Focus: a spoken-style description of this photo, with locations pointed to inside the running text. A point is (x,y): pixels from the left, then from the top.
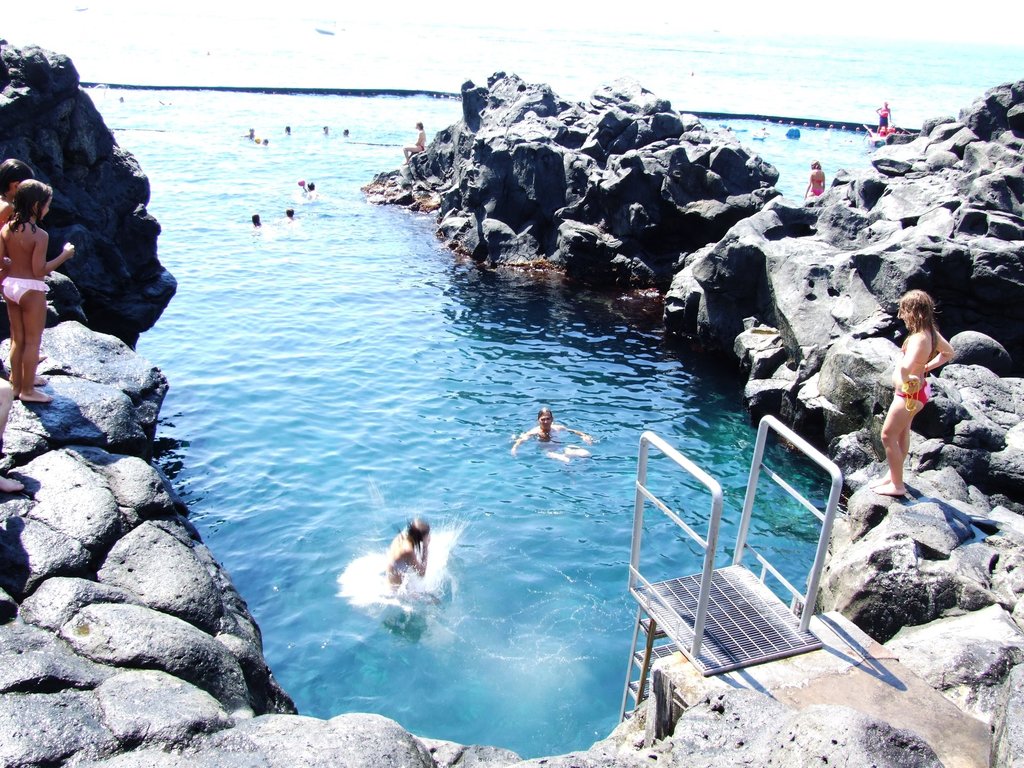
In this image we can see a few people (401,539) swimming in the water (778,42), there are few other people (32,228) standing on the rock (676,764), also we can see the ladder (685,645).
